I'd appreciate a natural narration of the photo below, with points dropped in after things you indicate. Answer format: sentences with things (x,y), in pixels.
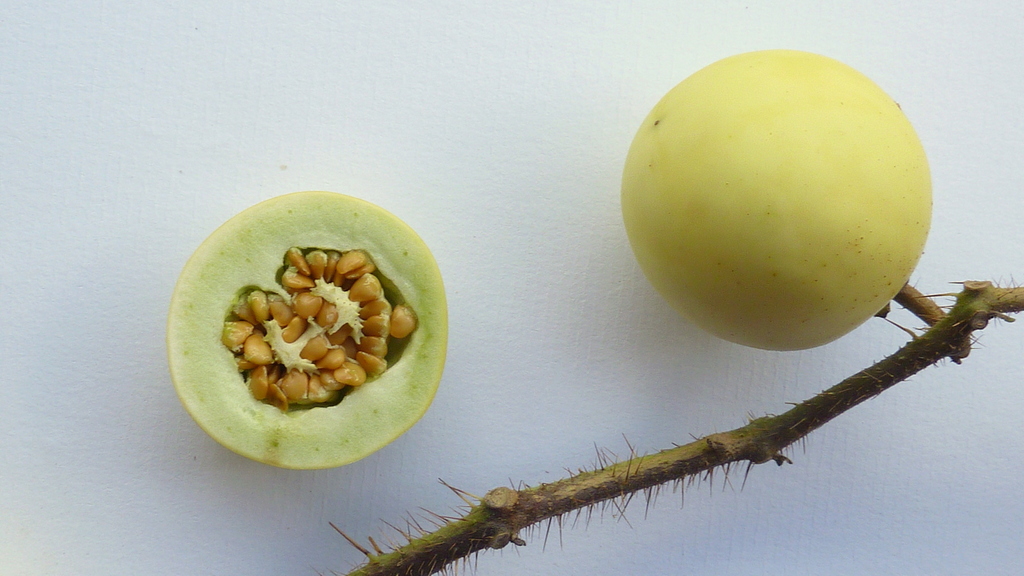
In this image on the right side (699,204) there is one fruit (719,212), and on the left side (175,338) there is another fruit (386,348) which is half sliced. And at the bottom (563,503) there is a stem (960,323) and there is a white background (557,232).
